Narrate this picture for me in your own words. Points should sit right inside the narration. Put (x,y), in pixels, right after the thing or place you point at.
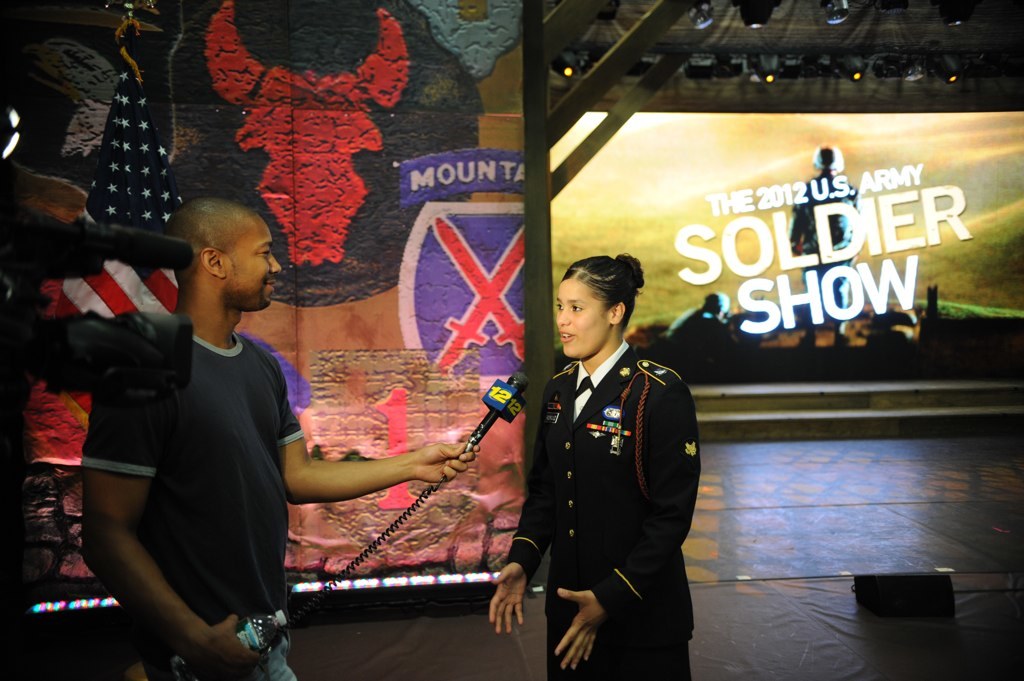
There is one woman (603,468) standing and wearing a black color coat (610,503) at the bottom of this image (611,541), and there is one man (255,426) standing on the left side (226,484) is holding a Mic (487,422), and there is a camera (39,343) on the left side of this person (220,406). There is a wall (409,186) in the background (337,218). We can see there is a wall poster (832,228) on the right side of this image (765,252).
